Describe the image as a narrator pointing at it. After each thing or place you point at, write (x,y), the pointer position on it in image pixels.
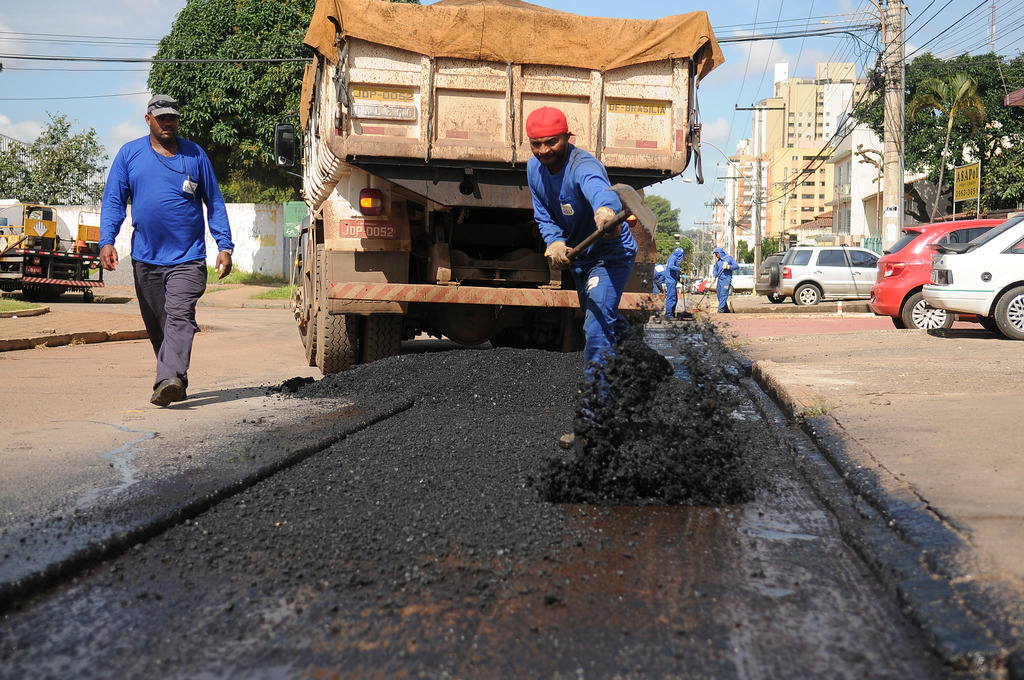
In the center of the image (622,258), we can see a person (609,198) holding an object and leveling the road (243,449) with dumper (437,244). In the background (977,286), there are vehicles (987,288) and we can see some other people (162,196) and are wearing caps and there are poles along with wires (877,78) and we can see trees (917,91), buildings (741,163) and boards (961,173).
